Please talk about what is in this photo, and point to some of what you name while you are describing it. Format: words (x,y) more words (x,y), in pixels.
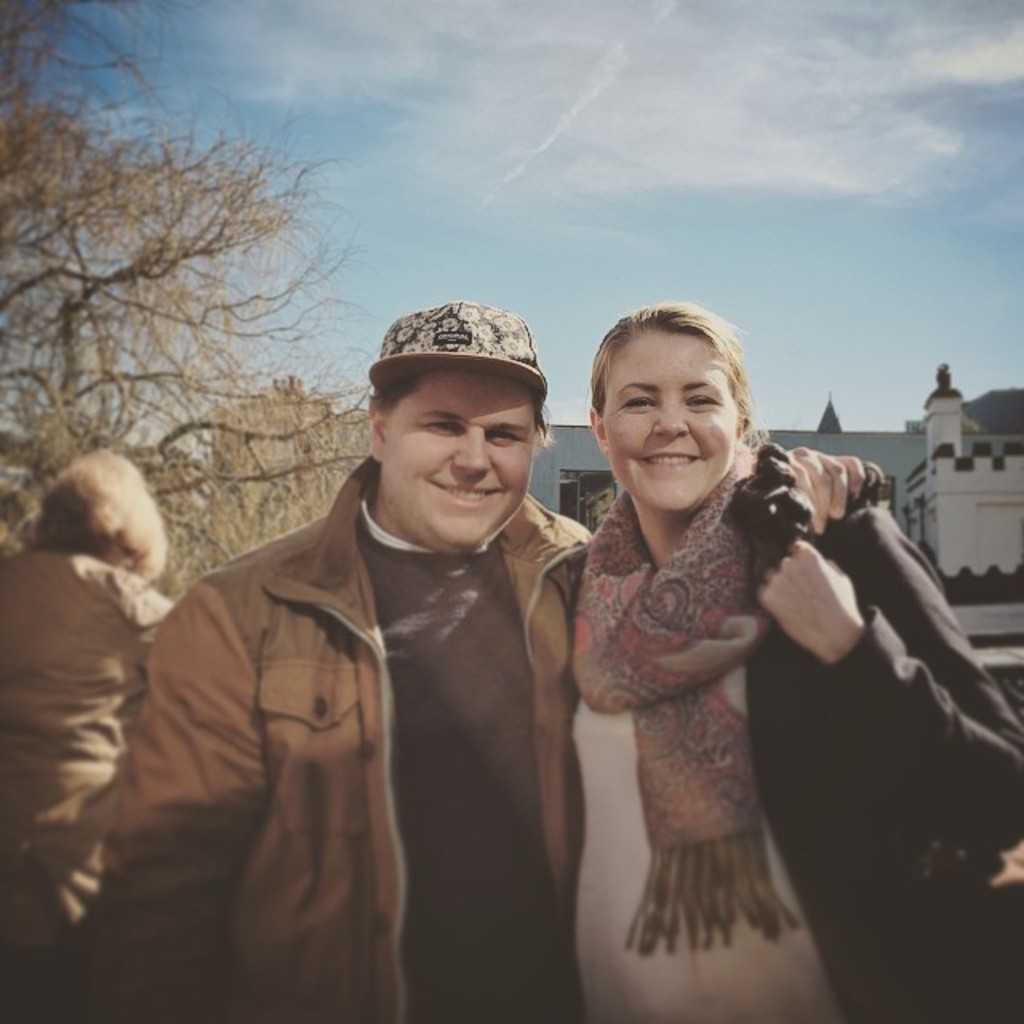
In the center of the image (509,504) we can see man (459,552) and woman (579,617) standing on the road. On the left side of the image (76,632) there is a tree (3,541) and a person (76,646). In the background (446,275) there is a building (936,430), sky (901,265) and clouds (355,91).
